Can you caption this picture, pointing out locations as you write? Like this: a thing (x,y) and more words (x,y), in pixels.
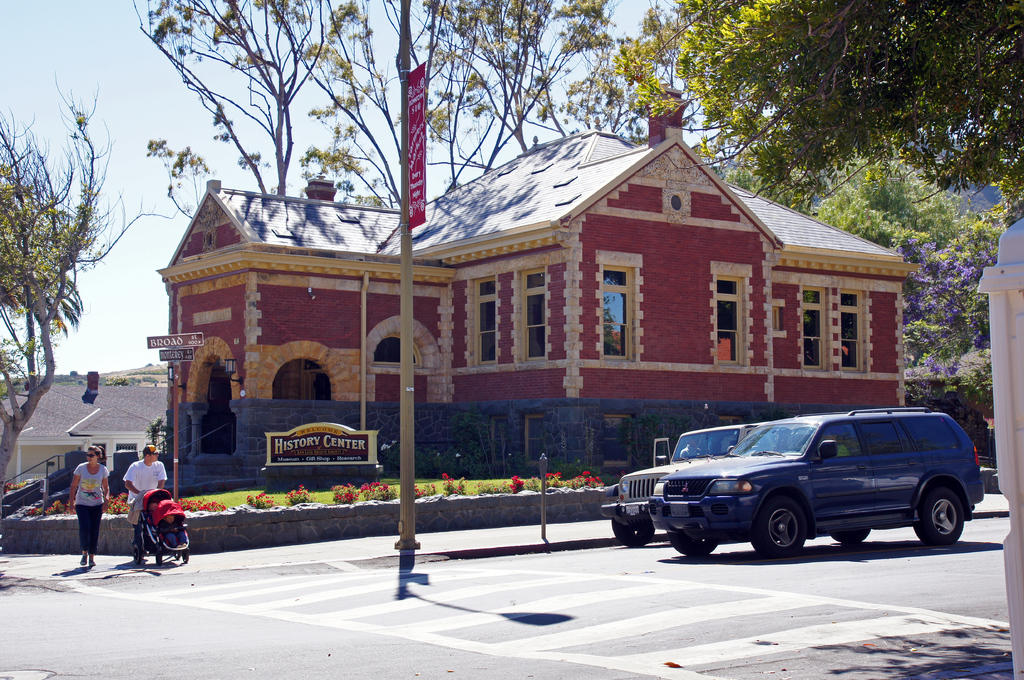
In this image we can see a house (623,269) which is painted with a red color. There are many trees (842,135), two people (86,520) are walking on the road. A jeep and a car (758,486) are moving on the road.
